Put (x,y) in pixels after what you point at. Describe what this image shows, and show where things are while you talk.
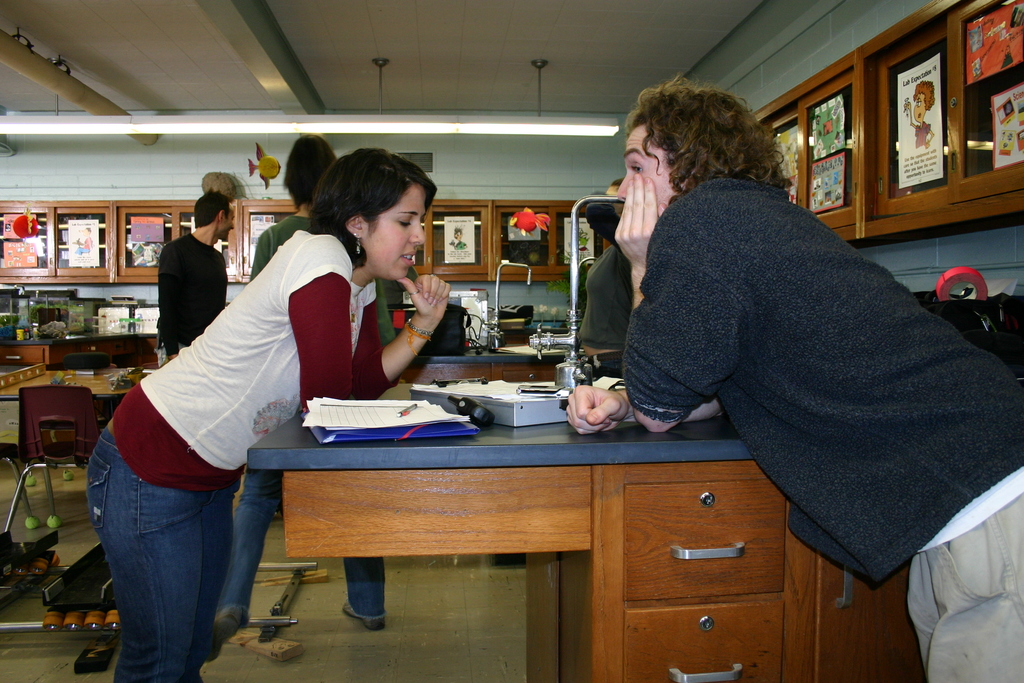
There are 2 people (132,490) here placed their hands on the table (515,489). On the table (483,503) we can see book (363,434) and pen (401,413). In the background (167,291) there are few people (210,293), cupboards (158,279), wall (116,145) and light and chairs (55,409).
